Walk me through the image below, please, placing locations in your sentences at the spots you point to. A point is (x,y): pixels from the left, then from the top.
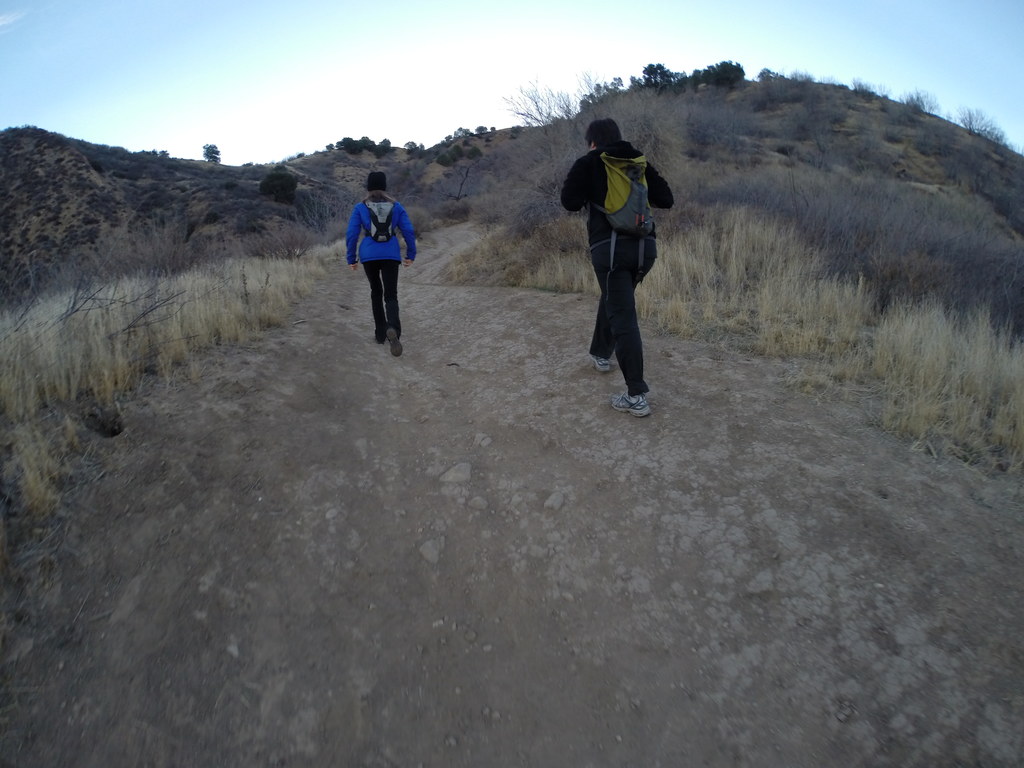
To the middle of the image (388,262) on the ground (406,285) there is a person (352,220) with blue jacket (395,225) and black pant (372,279) wearing a bag (380,225) is walking on the ground (353,285). Behind the person (389,276) to the right side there is a person (591,181) with black shirt (581,190) is walking and there is a bag (636,181). To the left corner of the image (167,297) there is a grass (179,309) on the ground (327,300). And to the right corner of the image (727,278) there is grass (818,284) on the ground (355,272). In the background (848,205) there are hills (724,204) with trees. To the top of the image (458,79) there is a sky (343,64).
